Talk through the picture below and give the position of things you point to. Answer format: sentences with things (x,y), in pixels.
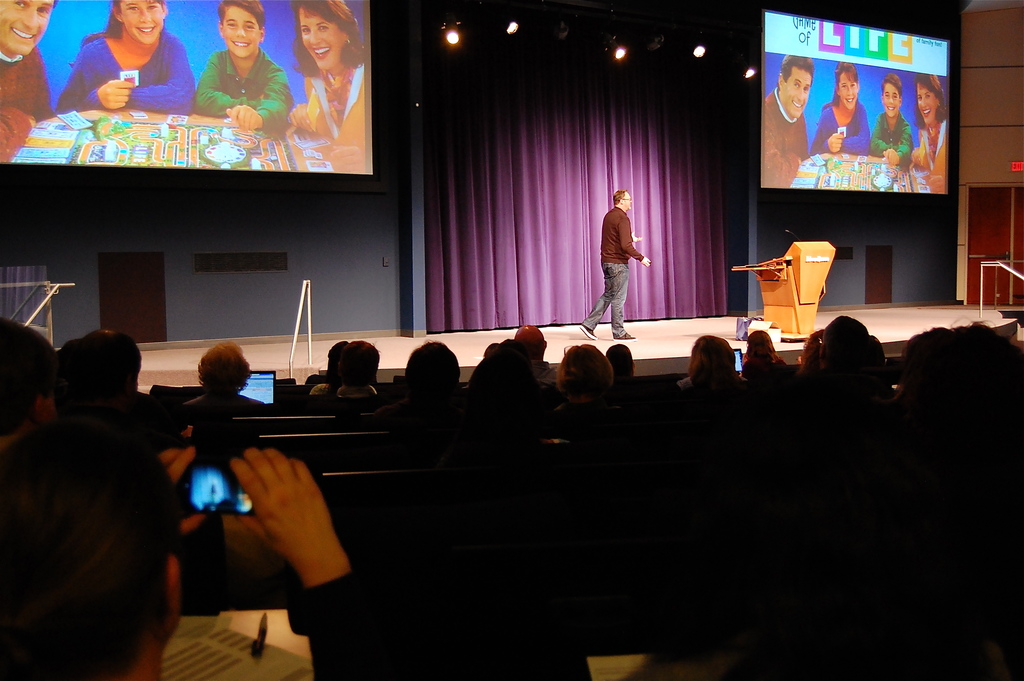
In this picture there is a man (622,244) who is wearing t-shirt (625,241), jeans (612,270) and sneakers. He is standing on the stage (672,337), beside him we can see the speech desk (815,279). In the top left (230,133) and top right (801,164) we can see the projector screen (288,101). In that we can see four person (83,46) were sitting near to the table (187,114), everyone is smiling. At the bottom (960,469) we can see many people (127,492) were sitting on the chair (618,524). In the bottom left (73,484) there is a man (99,509) who is holding mobile phone (242,508), beside him we can see a woman (204,395) who is looking in the laptop (257,395). On the left (133,274) there is a door (156,257), beside that there is a window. At the top (670,134) we can see many lights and purple color cloth (596,162).
